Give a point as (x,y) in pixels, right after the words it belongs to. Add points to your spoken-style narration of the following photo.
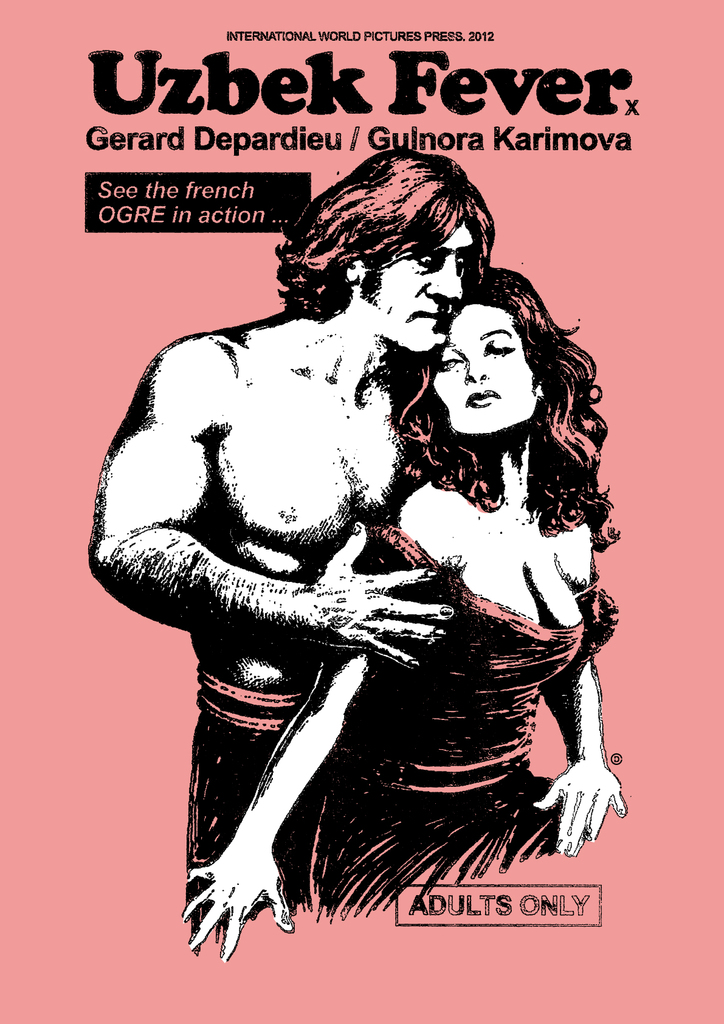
In the center of this picture (370,389) we can see the drawing (420,201) of a man (347,280) and a woman (491,458) standing and there is a text (127,220) on the image.
